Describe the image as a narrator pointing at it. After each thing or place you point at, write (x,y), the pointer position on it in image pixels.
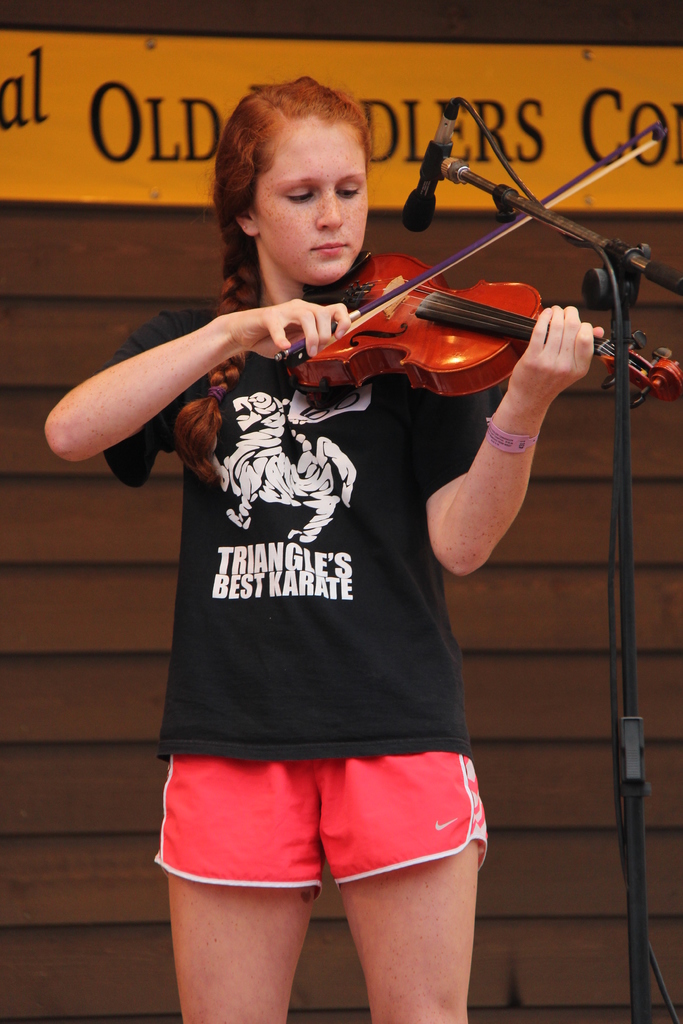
This image is clicked in a musical concert. There is a banner (621,140) on the top (4,81) and there is a girl (424,530) standing in the middle (403,597). A mike (437,174) is in front of her. She is playing violin (415,362), she is wearing black color t-shirt (316,666) and pink color short (316,857).
